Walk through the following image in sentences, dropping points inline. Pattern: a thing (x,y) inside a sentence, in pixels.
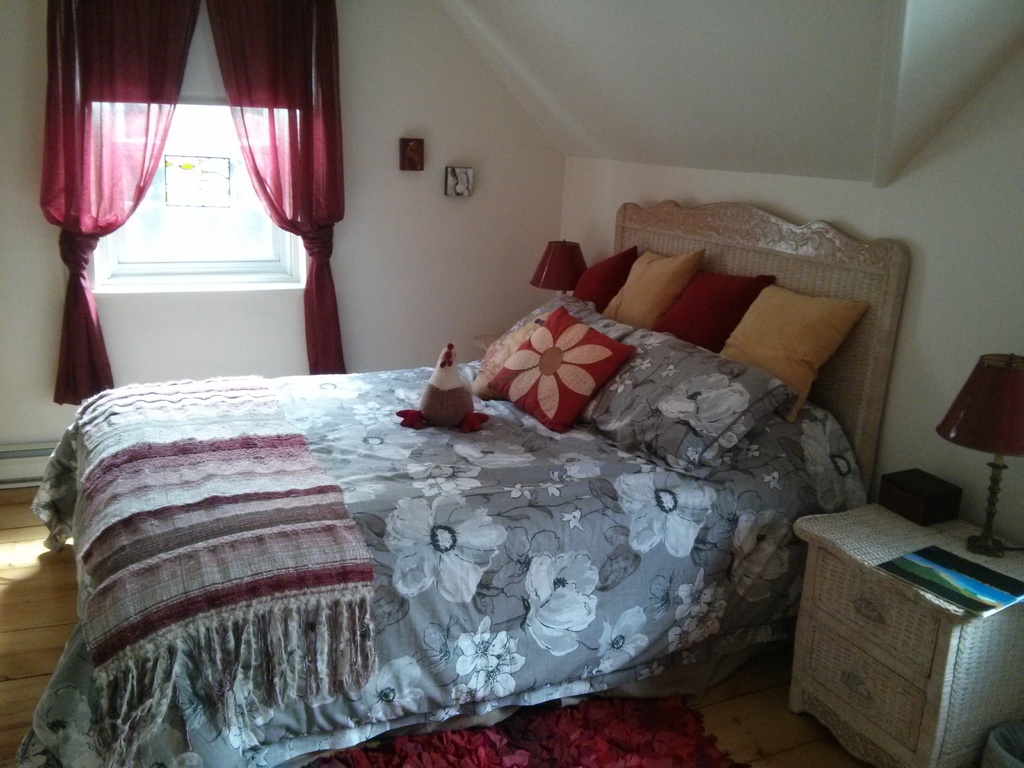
In this image we can see an inside view of a room (878,214). In the center of the image (509,426) we can see a bed (169,498) with group of pillows (662,417), bed sheet (369,487) and a doll (438,392). To the right side of the image (981,412) we can see a bed lamp (975,447) placed in a cupboard (909,643) along with a book (944,586). In the background (147,226), we can see curtains (253,188) and window (251,272).
